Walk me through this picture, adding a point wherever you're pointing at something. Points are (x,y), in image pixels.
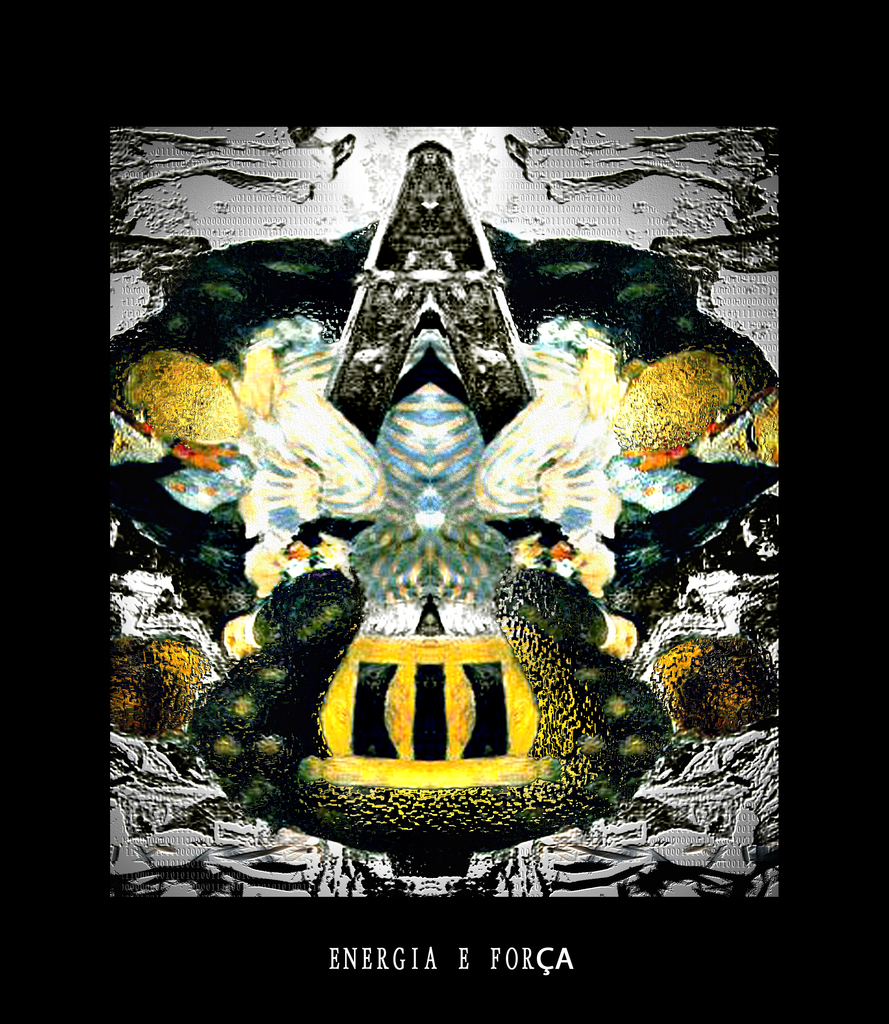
This is an edited image with the black borders (372,25). In the center (461,343) there is an object (477,575) and at the bottom (336,959) there is a text (402,971) on the image.
